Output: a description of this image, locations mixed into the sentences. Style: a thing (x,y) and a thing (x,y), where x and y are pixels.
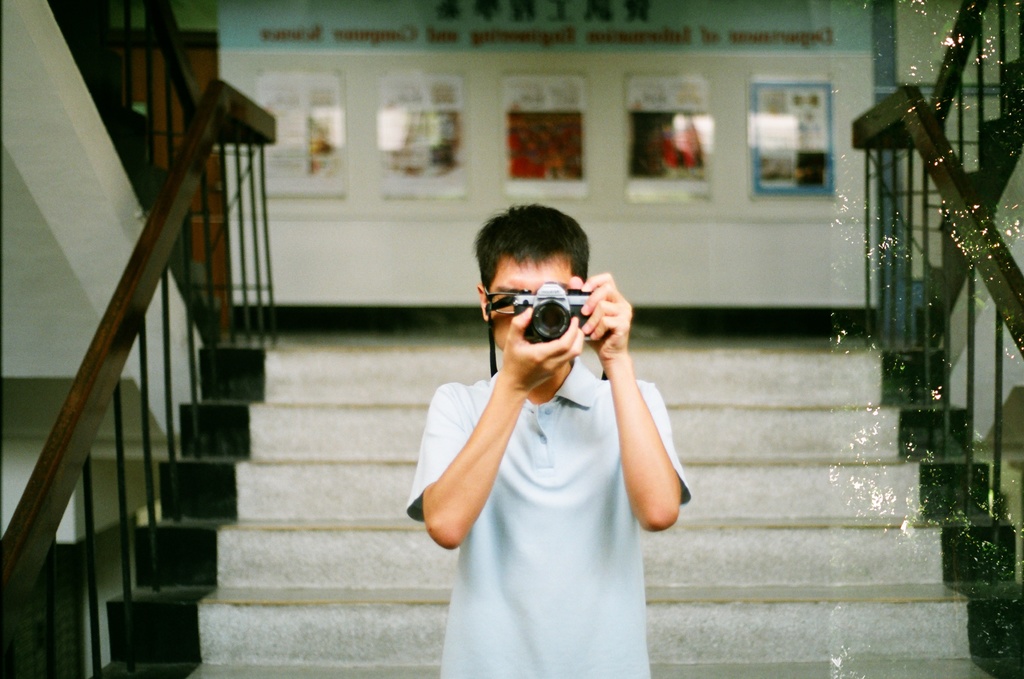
This man (507,301) is standing and holds a camera (547,307). This are steps (342,392). On wall (301,61) there are different type of posters (323,133).
